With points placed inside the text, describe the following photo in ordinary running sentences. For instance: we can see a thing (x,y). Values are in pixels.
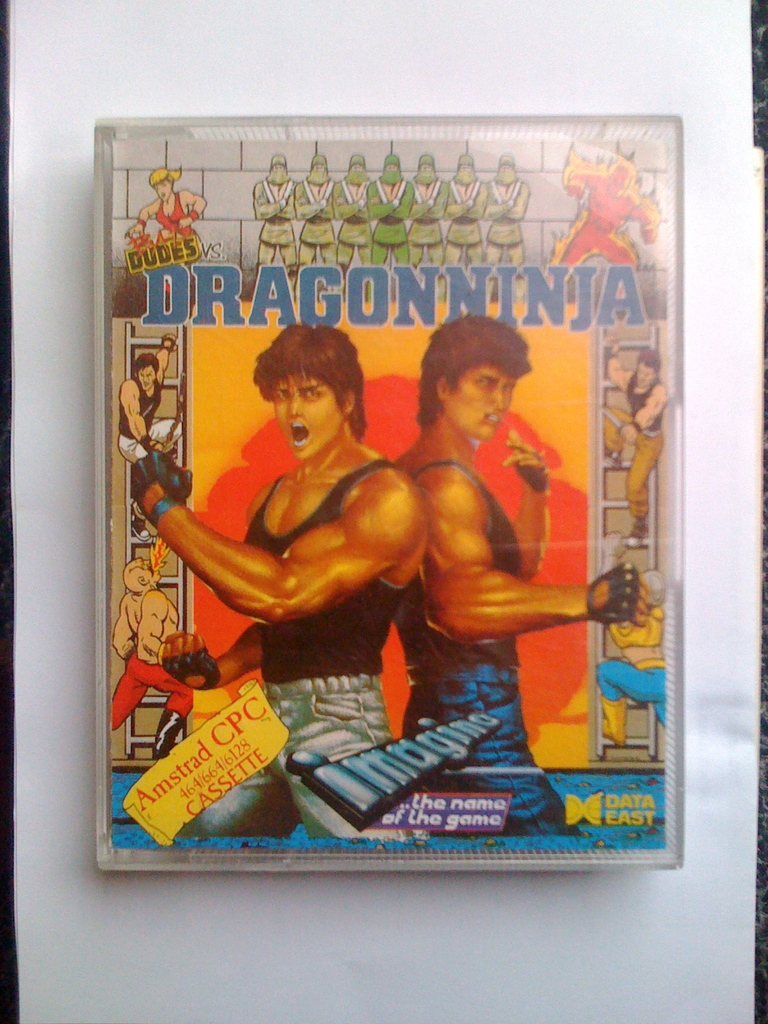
In this image I can see a thing (101,609) over here and on it I can see depiction of people (347,552). I can also see something is written at few places and I can see white color in background (12,116).
